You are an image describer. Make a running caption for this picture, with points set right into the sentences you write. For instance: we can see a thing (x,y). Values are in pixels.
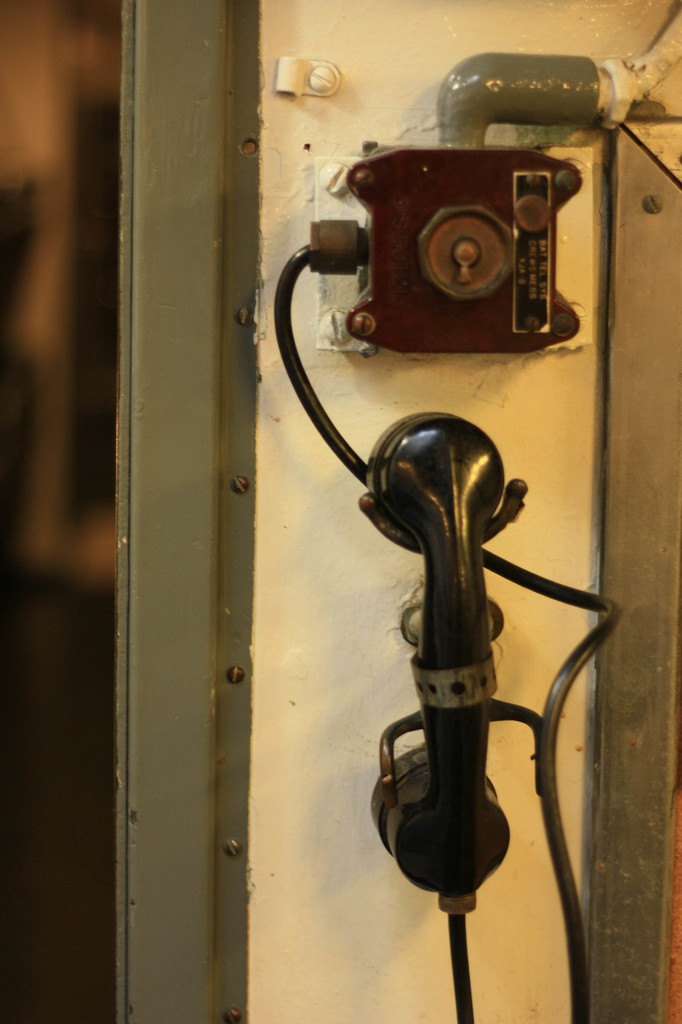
In this image, on the right side (483,827), we can see a telephone (430,489) which is attached to a wall (317,344) and some electrical wires (306,257), we can also see some electrical instrument (507,183) which is attached to a wall (524,955). On the left side (15,513), we can see black color and green color.
